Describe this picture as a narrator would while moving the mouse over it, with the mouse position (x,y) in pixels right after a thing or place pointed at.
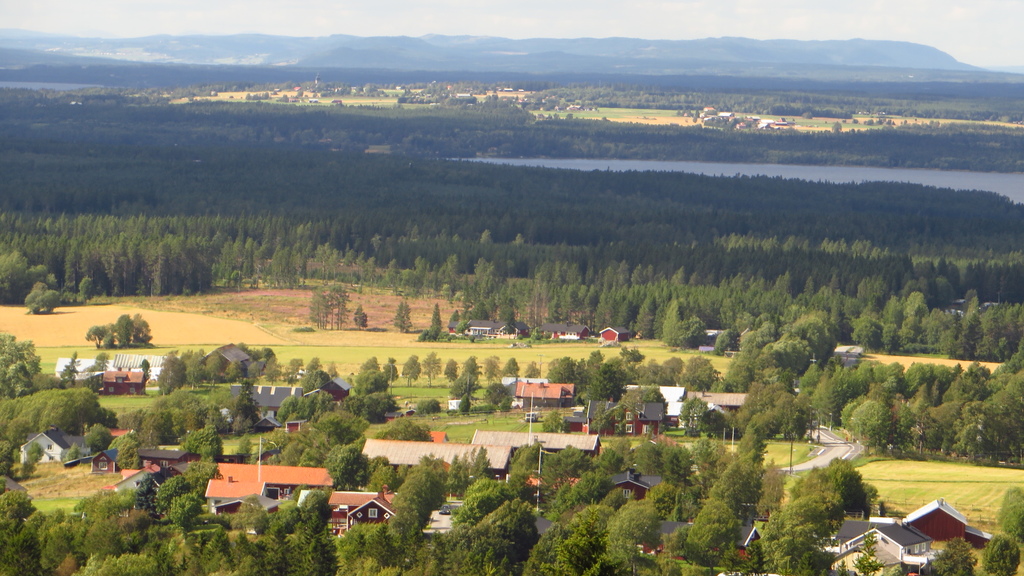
In this image I can see many trees (279,544) and the houses (437,439). In the background (682,185) I can see the water (744,173), few more trees (386,173), houses (511,98), mountains (654,59) and the sky (655,4).
